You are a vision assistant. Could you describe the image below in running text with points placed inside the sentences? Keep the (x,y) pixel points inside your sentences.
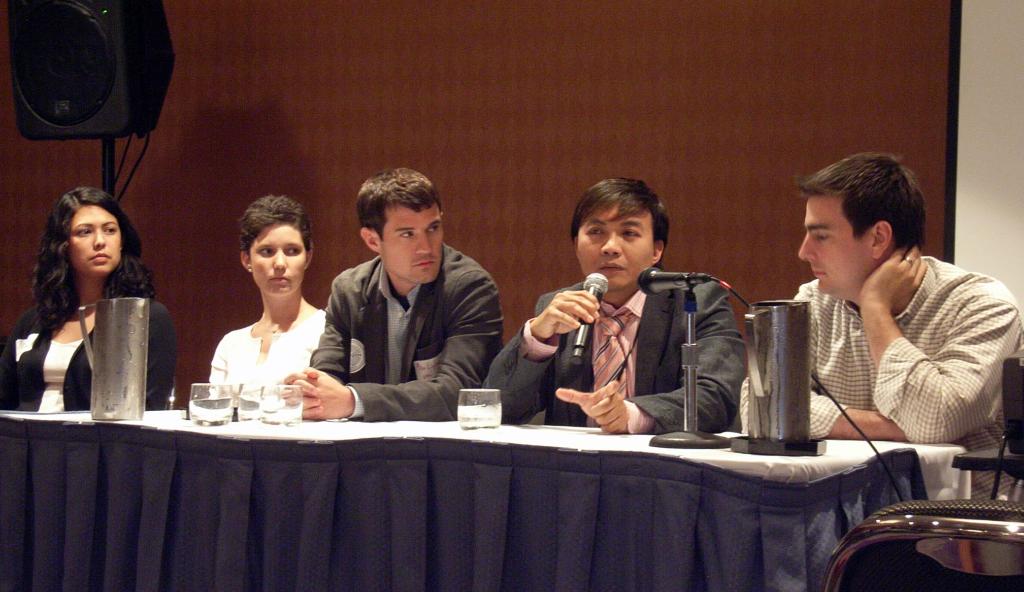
In this image there is a table (158,414) in the foreground (121,420) on which there are mugs (111,376), glasses (269,415) contain water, mike (695,283), cloth (357,522), in front of table (382,508) there are few people (71,327), one person (727,320) holding a mike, backside of them, there is a wooden wall (617,143), in front of the wall (798,122) there is a speaker (78,67) in the top left (146,75), in the bottom right (882,512) there might be a chair (970,514).
